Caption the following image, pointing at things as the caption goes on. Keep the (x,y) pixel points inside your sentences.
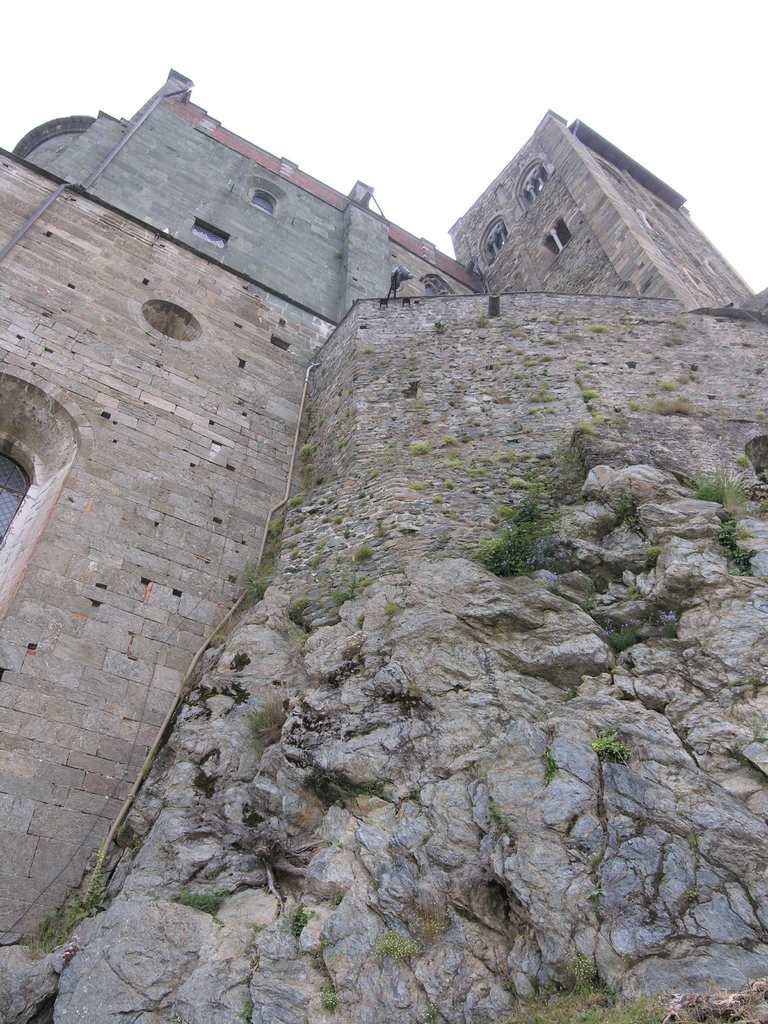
There is a building (199,325) with brick wall (175,426) and windows (10,472). There is a wall (480,388). On the wall (471,525) there are some plants (530,566). In the background (370,160) there is sky (418,90).
